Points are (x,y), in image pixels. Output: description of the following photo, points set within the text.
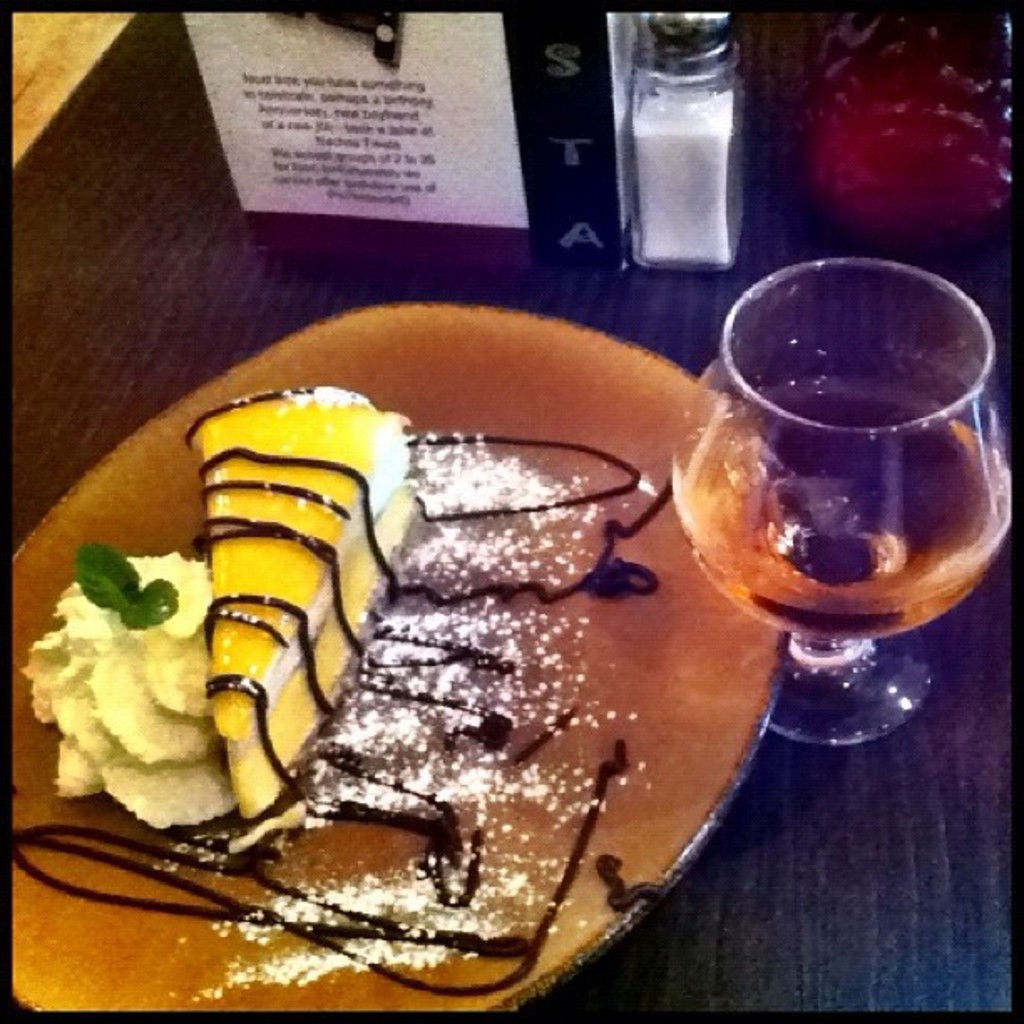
In this picture we can see food (327,676) in the plate (477,555), beside to the plate (505,458) we can find a glass (816,391) on the right side of the image (876,486), and also we can see a bottle (671,65), paper (472,82) and other things (998,75) on the table (149,276).
